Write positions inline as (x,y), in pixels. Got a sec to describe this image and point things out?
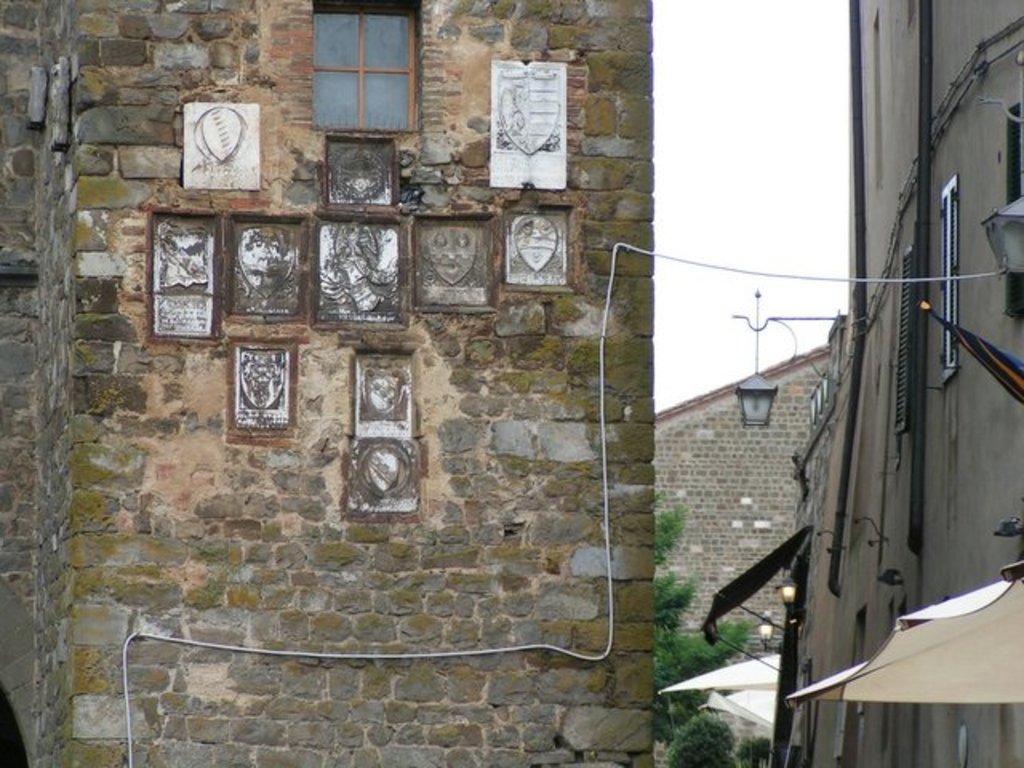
In this picture we can see boards (498,99) on the wall (168,192), buildings (722,463) with windows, lamps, sunshades (768,682), trees (677,628), some objects (962,742) and in the background (653,45) we can see the sky (668,249).
